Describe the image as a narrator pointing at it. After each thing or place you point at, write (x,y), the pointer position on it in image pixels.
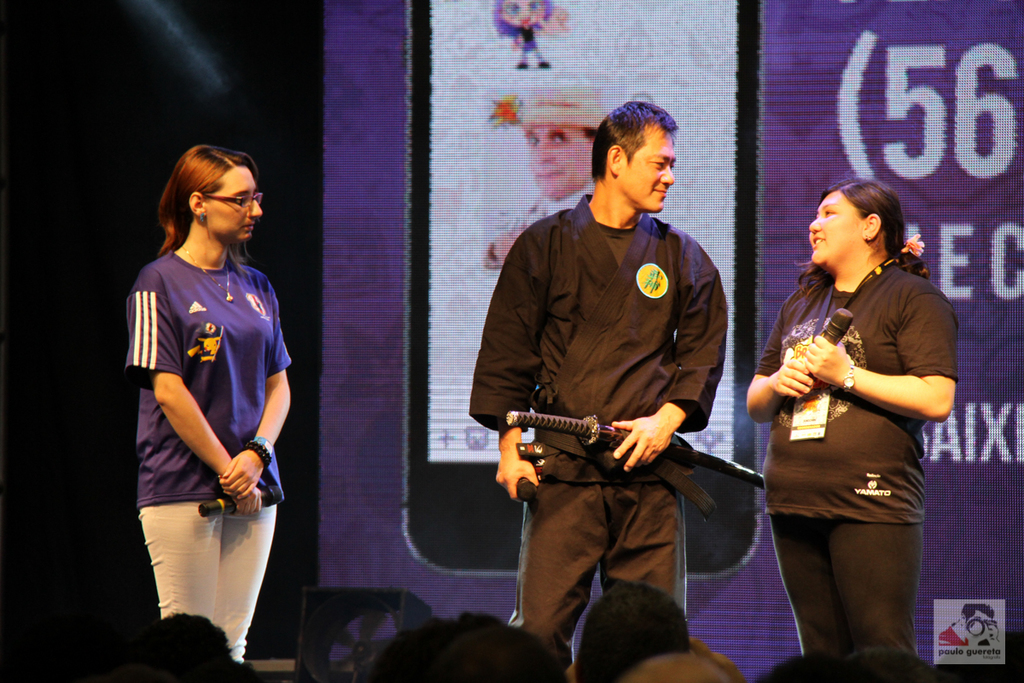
Here we can see two women (254,493) and a man (518,375) in the middle (555,414) are standing by holding mics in their hands (519,439) and the man (649,483) is also holding a sword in his hand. At the bottom (522,676) we can see few persons heads (472,662). In the background (519,101) we can see a screen (749,84).
